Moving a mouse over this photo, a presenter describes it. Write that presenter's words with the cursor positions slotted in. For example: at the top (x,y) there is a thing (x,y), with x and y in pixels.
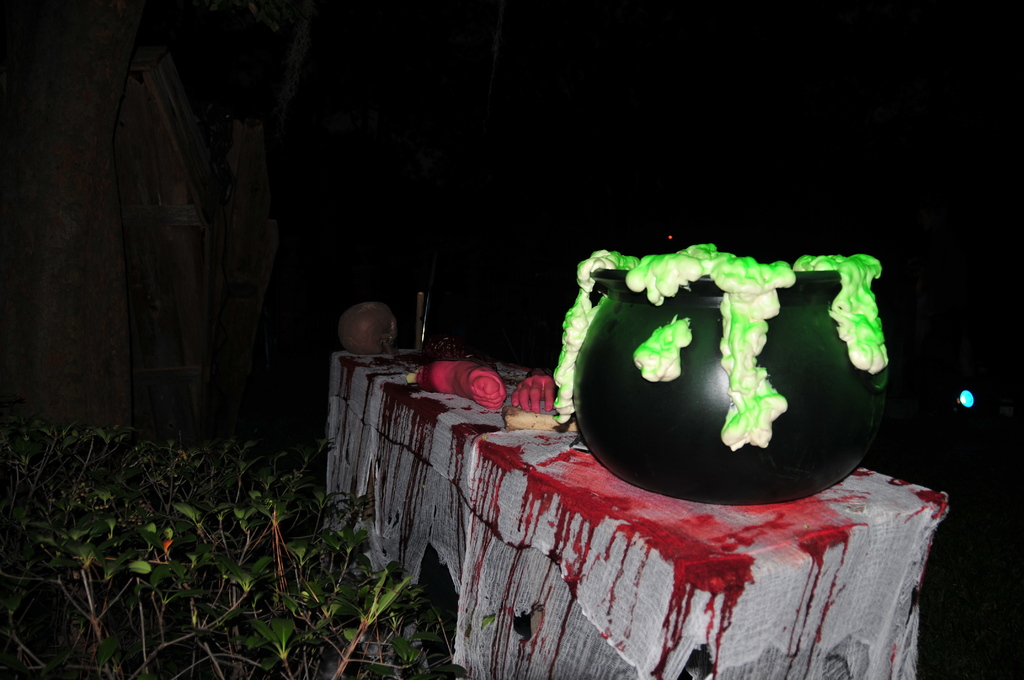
In this image, we can see a table (397,552) covered with cloth (735,666). Here we can see few objects (541,415) are placed on the table (618,477). On the left side (296,638) bottom, we can see plants (248,572). Background (57,324) we can see tree trunk (63,296), wooden object (197,266) and dark view.
